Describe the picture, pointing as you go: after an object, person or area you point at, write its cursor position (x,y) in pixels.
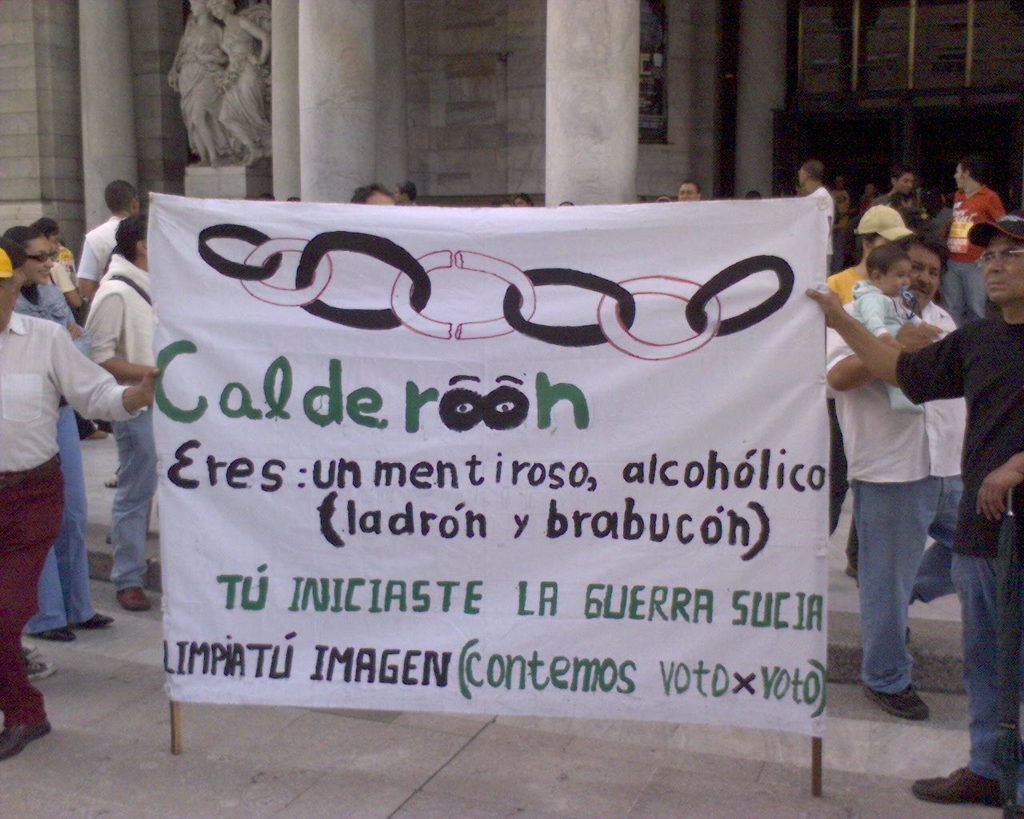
Here we can see people (984,368). These two people (1023,510) are holding a banner (492,491). Background (423,129) we can see pillars (328,97), wall (439,149), banner (661,80) and sculpture (206,109).
